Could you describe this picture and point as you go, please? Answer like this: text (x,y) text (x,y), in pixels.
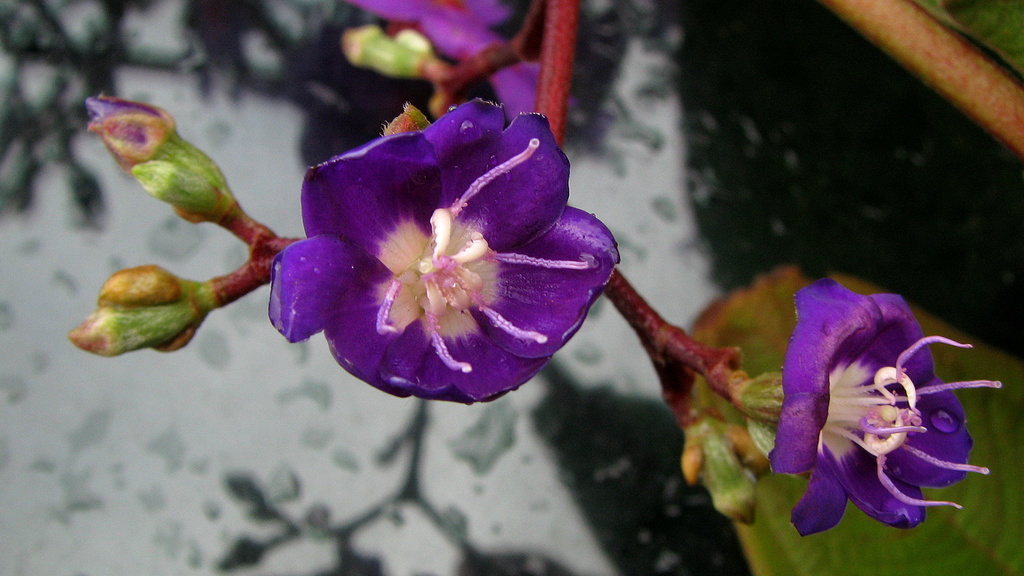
In this image there are flowers (316,254), buds (112,279), leaves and stems (264,253).
